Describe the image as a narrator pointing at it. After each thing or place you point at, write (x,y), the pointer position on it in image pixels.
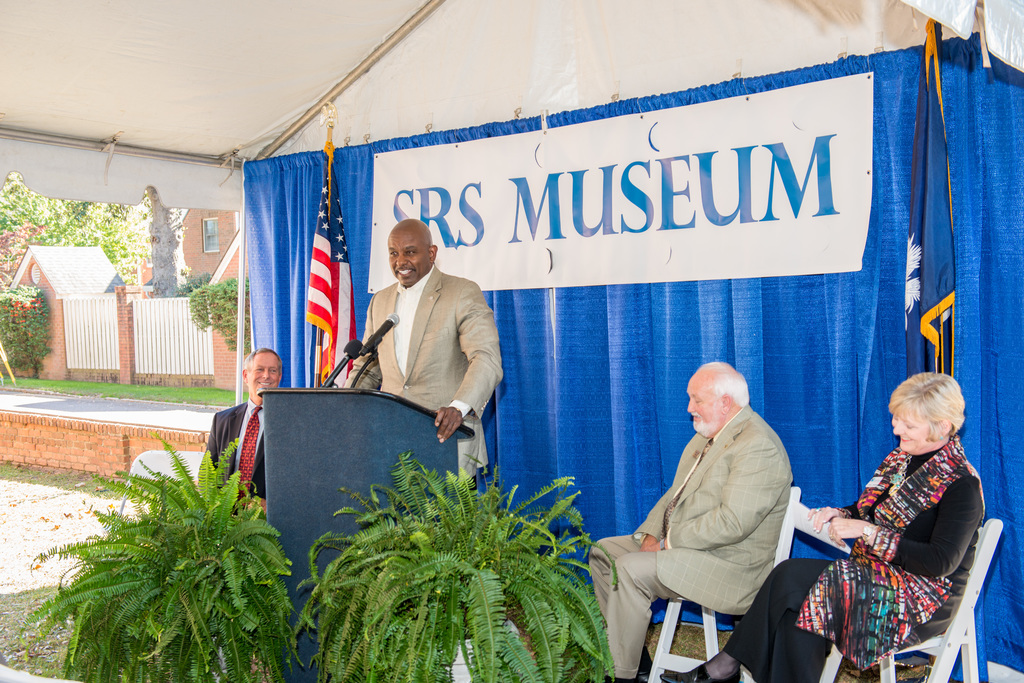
In this picture there is a man (439,329) wearing a brown color coat (443,349) standing and giving a speech near the speech desk (379,450). Beside there is a old man (716,515) sitting on the chair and a woman (856,572) wearing black and colorful dress (910,543) sitting and smiling, beside him. In the background (854,296) there is a blue color curtain (360,222) and American flag (316,307). On the left corner (165,302) there is a brown color house (203,231) and white gate (176,347).
